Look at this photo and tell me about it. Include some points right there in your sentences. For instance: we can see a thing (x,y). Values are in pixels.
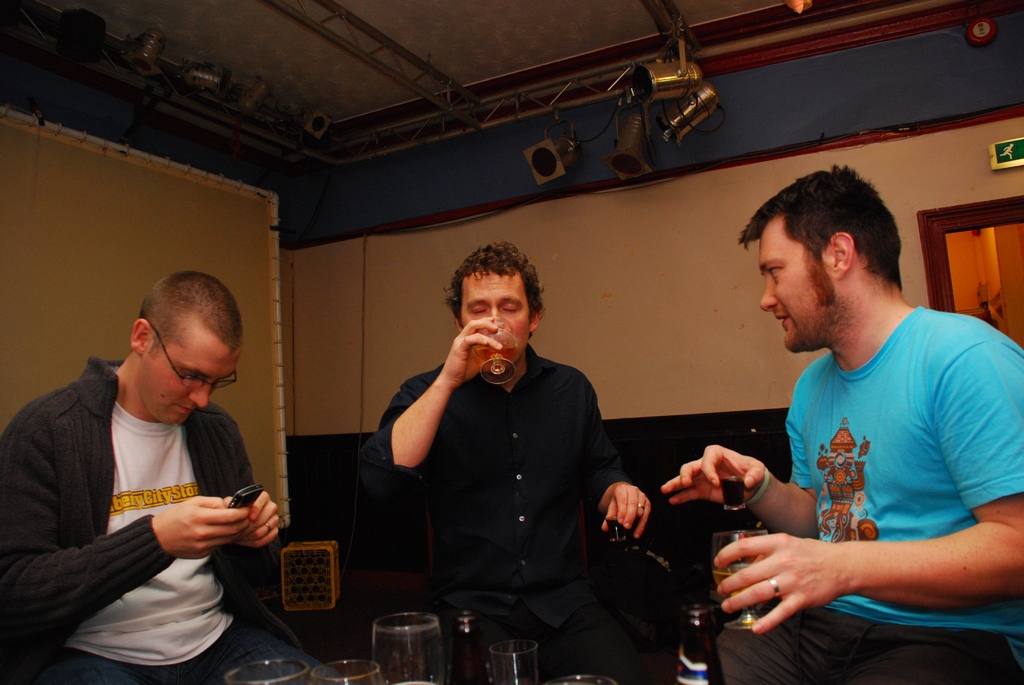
In this image i can see 3 persons (1011,427) sitting, the person (200,310) on the left corner (186,450) is holding a phone (250,502) in his hands (274,526) and the other 2 persons (489,416) are holding glasses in their hands (728,554). In the background (650,305) i can see a wall (652,274), and lights (554,167) and ceiling (520,45) of the house (502,35).
